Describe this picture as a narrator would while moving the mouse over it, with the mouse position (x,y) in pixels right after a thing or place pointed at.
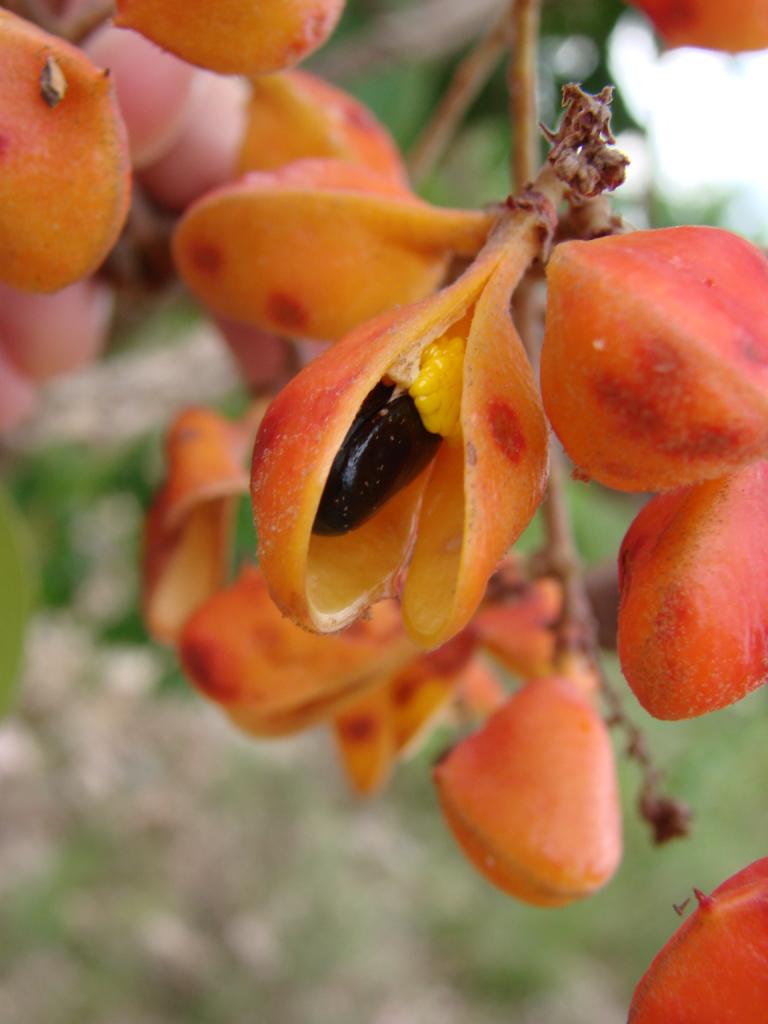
In this image there is a flowering plant (338,238).
